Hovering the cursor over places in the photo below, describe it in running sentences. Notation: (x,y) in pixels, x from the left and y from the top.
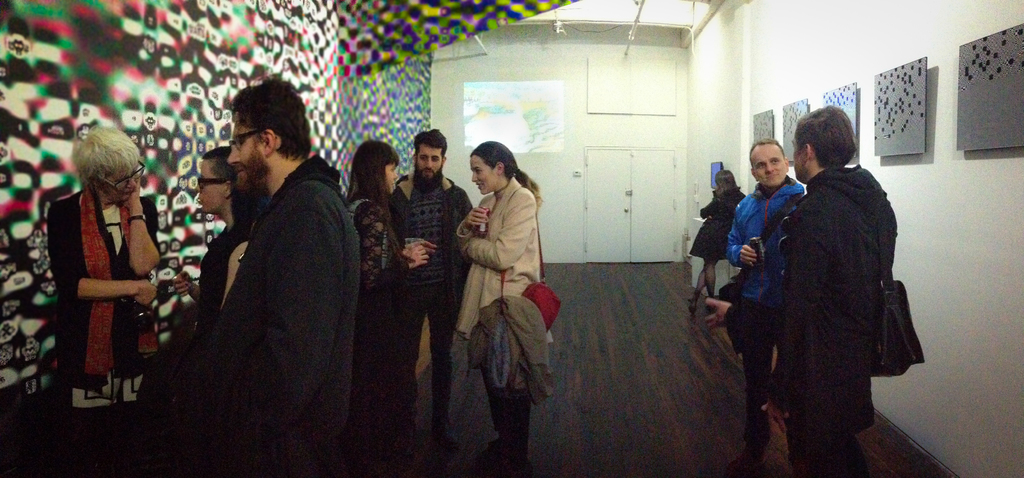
In this picture we can see a group of people (734,313) on the ground (687,324) and in the background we can see a wall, boards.
